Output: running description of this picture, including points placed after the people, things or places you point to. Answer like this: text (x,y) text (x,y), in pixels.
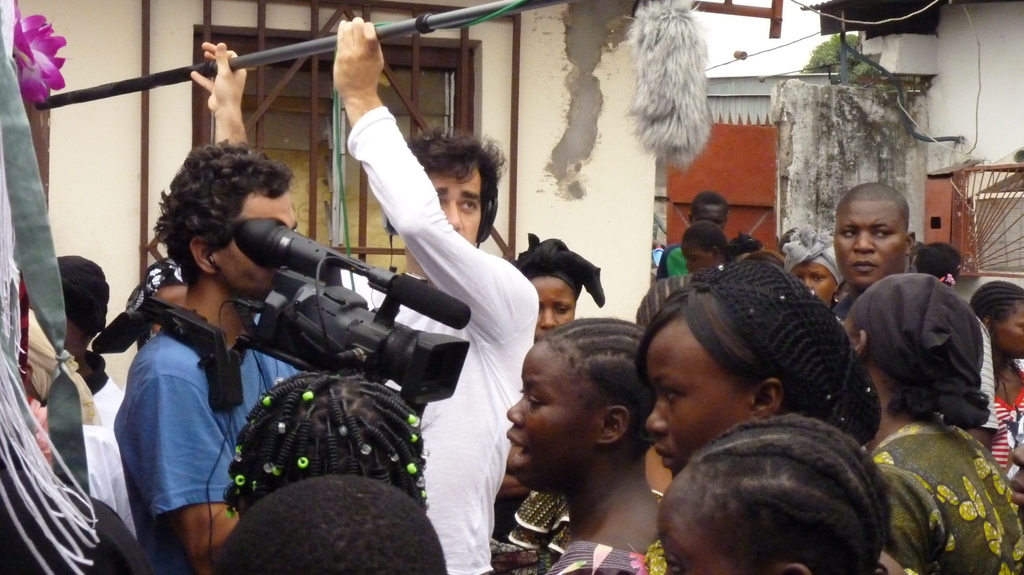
In this picture there is a person (206,388) wearing blue T-shirt (168,421) is holding a camera (360,344) in his hands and there is a person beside him is holding a black object (299,49) in his hands (339,28) and there are few people (729,357) in front (886,341) and behind them and there is a house (531,99), gate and trees (851,64) in the background (755,101).
